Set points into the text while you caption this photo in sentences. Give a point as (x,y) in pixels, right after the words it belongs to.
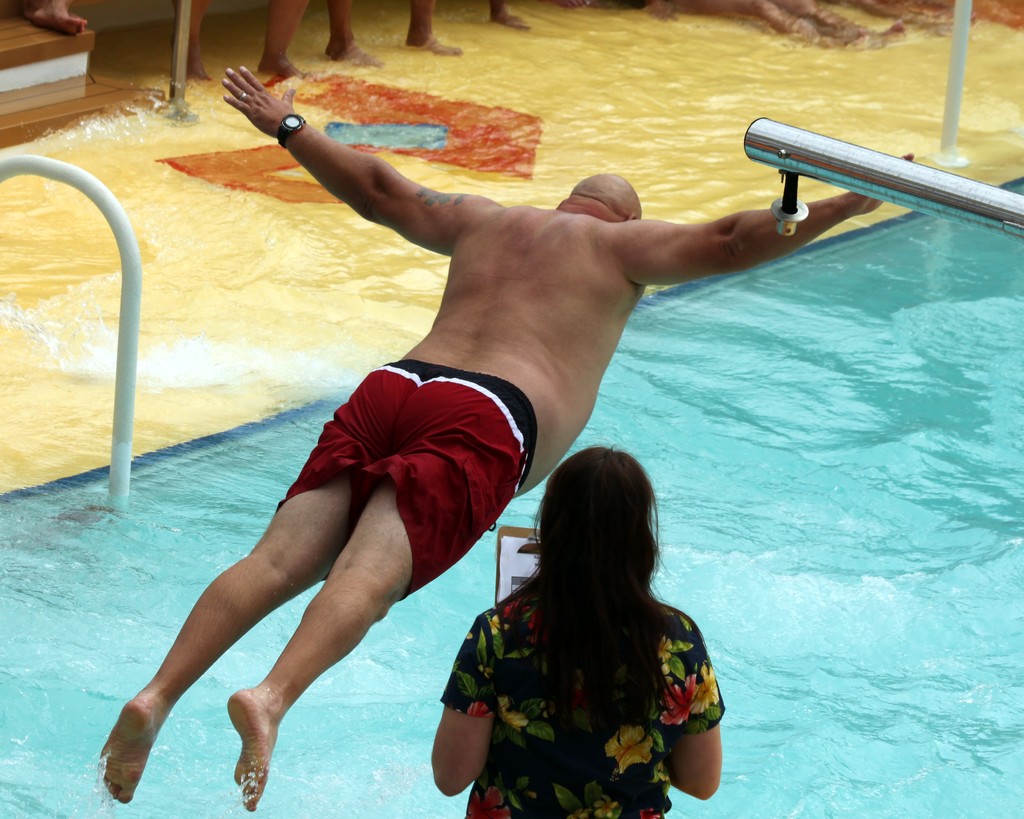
A man (498,399) is jumping into the water (238,814) and at the bottom (547,666) we can see a woman (465,750) and there are papers (519,566) to a pad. At the top (319,92) we can see persons legs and water (200,264) on the platform (269,195) and we can see poles (82,182). On the right (910,172) there is an object (910,189).
